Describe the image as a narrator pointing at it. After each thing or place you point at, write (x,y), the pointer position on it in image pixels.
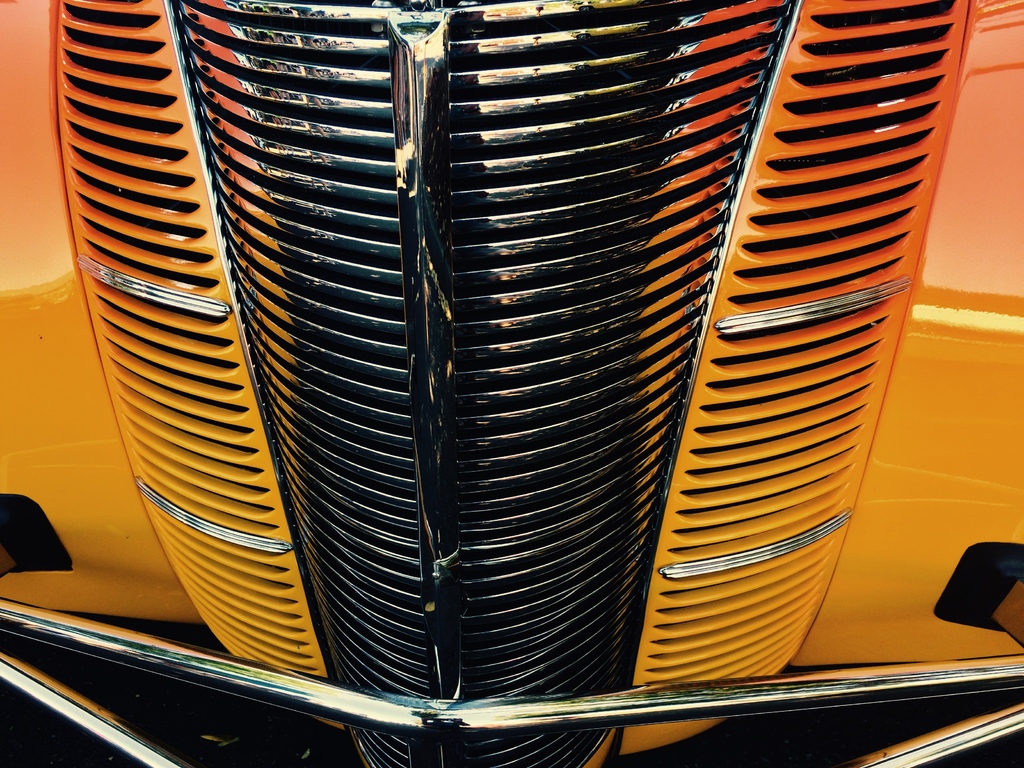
In this image there is a hood (466,351) of a car (523,380).
